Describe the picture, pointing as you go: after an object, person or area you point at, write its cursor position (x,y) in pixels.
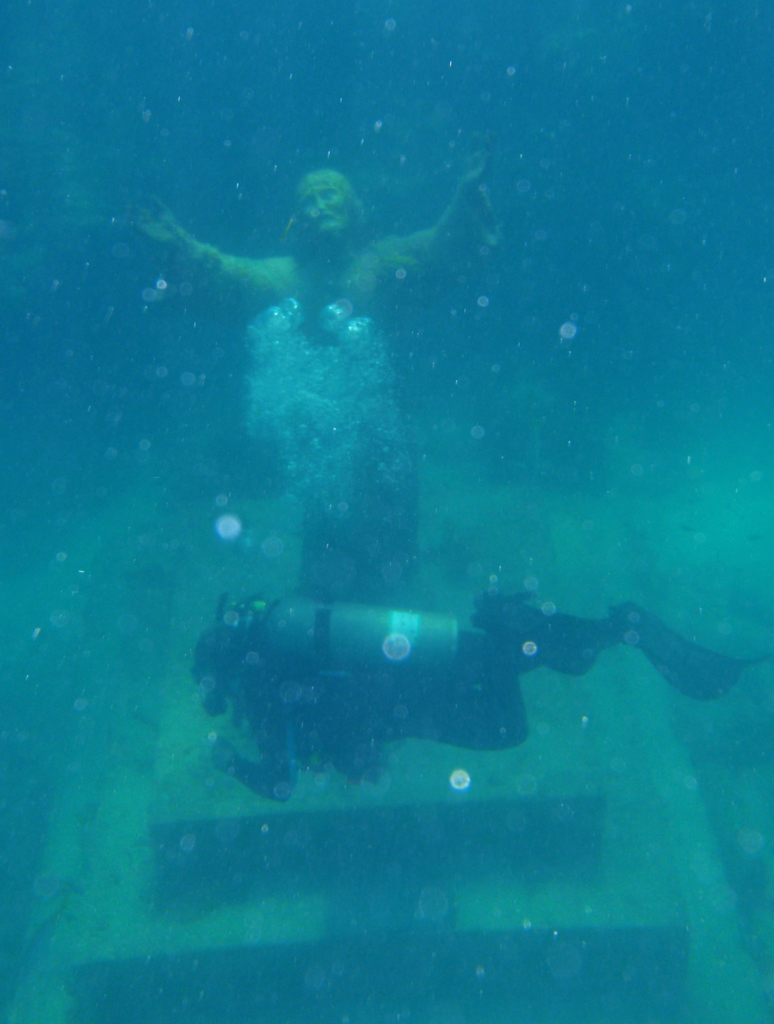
This image is clicked in the water (309,460). In the center (383,466) there is a sculpture (320,533) in the water (298,511). In front of the sculpture (326,546) there is a scuba diver (379,704).
